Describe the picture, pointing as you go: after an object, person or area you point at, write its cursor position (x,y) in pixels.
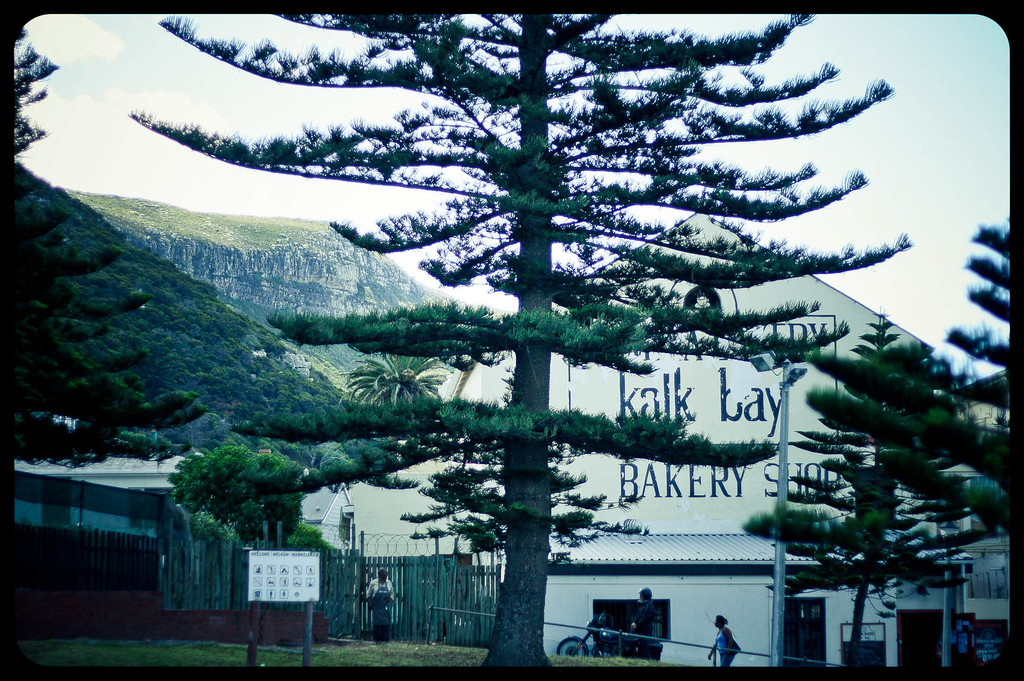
In this image in front there is a board (257,636). Behind the board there are people (380,603). There are trees (430,451), buildings (696,527), metal fence (441,594), street lights (786,494). In the background of the image (911,150) there is sky (938,149).
